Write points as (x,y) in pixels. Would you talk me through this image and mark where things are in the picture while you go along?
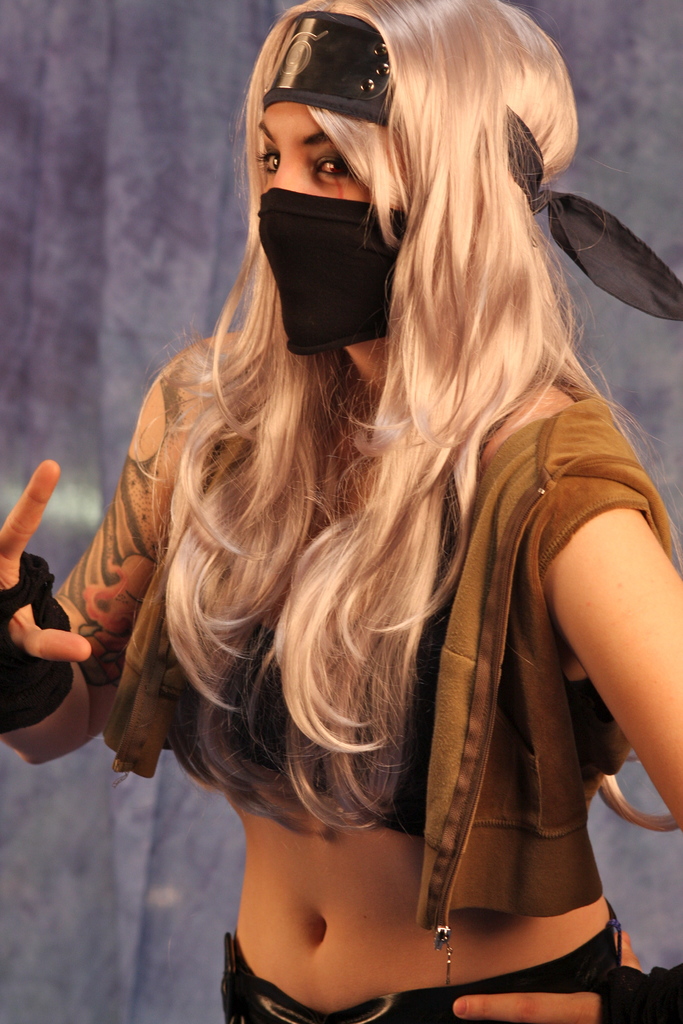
Here in this picture we can see a woman (257,969) standing over a place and she is wearing gloves (658,993) and she is covering her mouth (278,255) with a mask (280,218) and behind her we can see a curtain (126,938) present.
